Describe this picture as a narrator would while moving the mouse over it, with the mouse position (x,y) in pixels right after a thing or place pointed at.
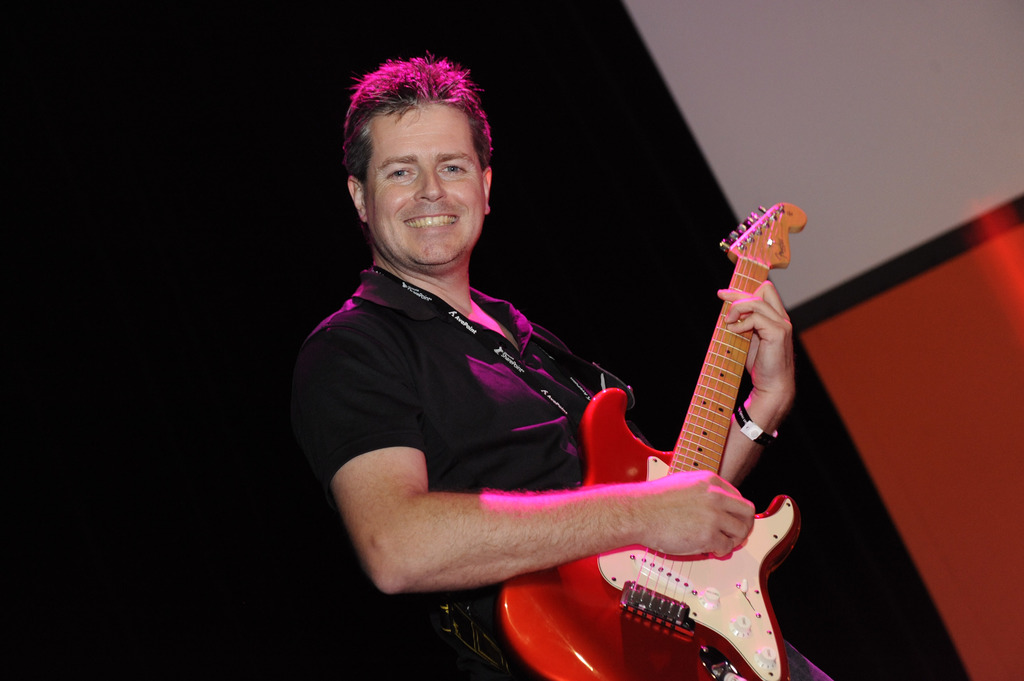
In the center of the image (568,425) we can see a man (616,539) standing and holding a guitar (677,565). In the background (866,269) there is a wall (886,365).
